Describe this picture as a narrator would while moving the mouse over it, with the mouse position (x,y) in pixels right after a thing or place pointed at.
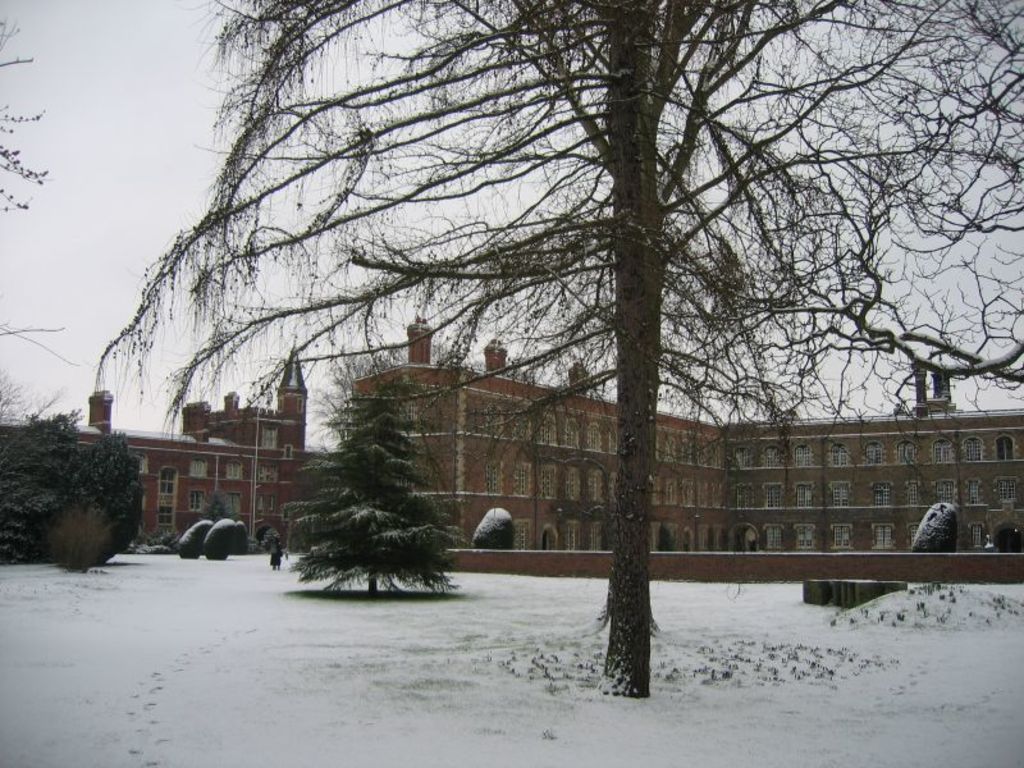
In this image I can see some snow (333,675) on the ground (329,659), few trees (566,231), a person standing on the snow (267,575) and few buildings (532,446) which are brown and cream in color. In the background (332,249) I can see the sky (193,177).
